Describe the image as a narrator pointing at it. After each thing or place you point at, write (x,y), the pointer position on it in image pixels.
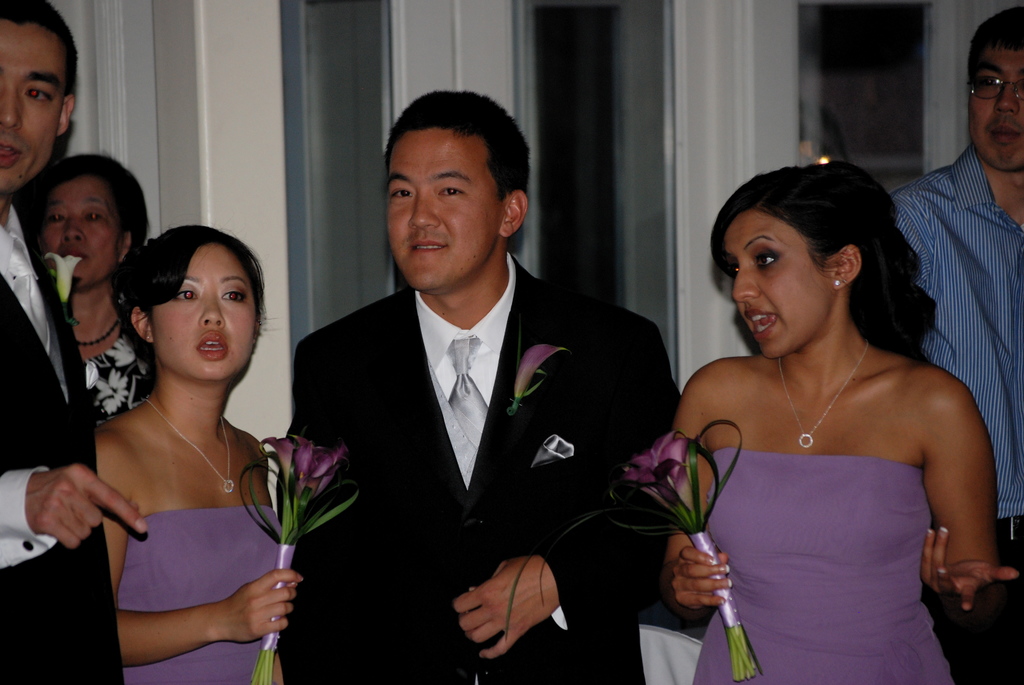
In the image there are a group of people (578,341) standing and some of them are talking, behind the people (343,353) there is a door (848,84).
